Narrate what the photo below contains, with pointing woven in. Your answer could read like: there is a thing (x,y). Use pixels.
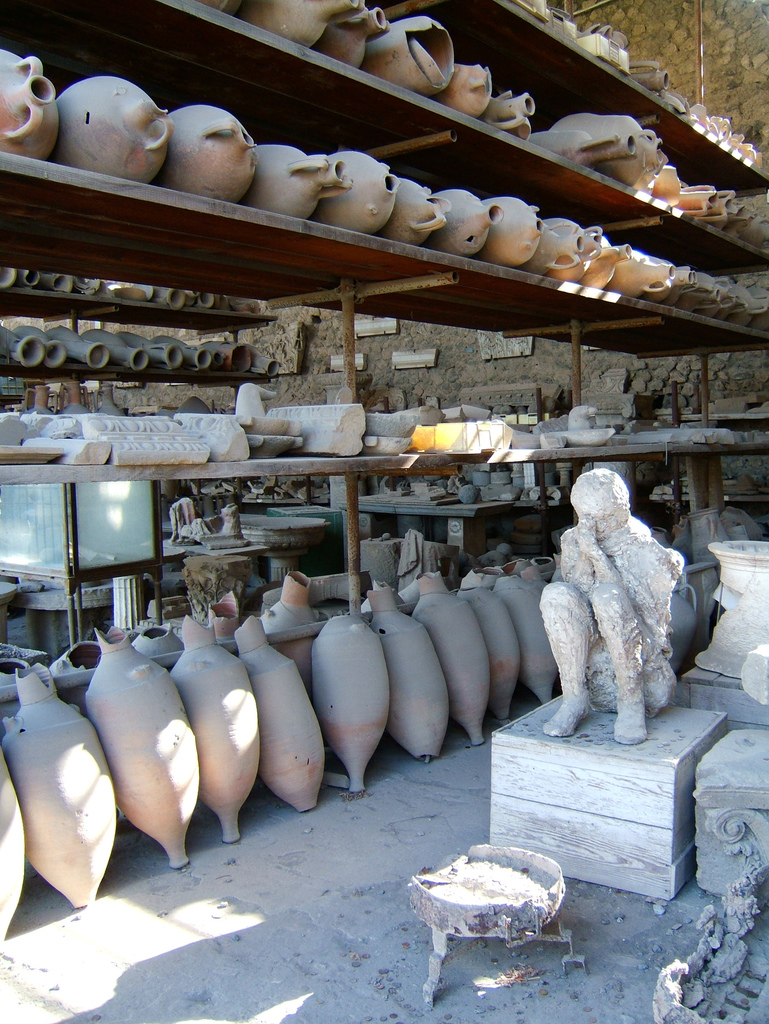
In this image there are multiple pots (279,191) are kept in some shelves (497,140) and there is a statue (614,666) at bottom of this image (575,694) and there is one object (506,858) at bottom right side of this image (558,903) and there is wall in the background (691,12).
